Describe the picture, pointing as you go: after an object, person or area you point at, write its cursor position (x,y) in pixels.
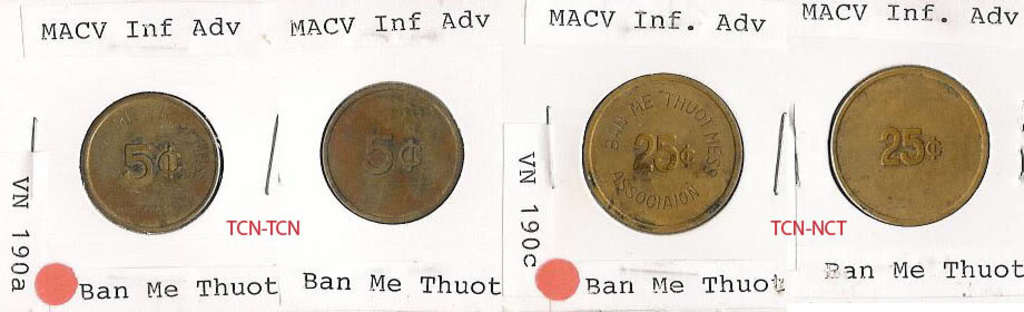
In this picture we can see a poster (325,59) with some information and we can see the coins (160,162).
